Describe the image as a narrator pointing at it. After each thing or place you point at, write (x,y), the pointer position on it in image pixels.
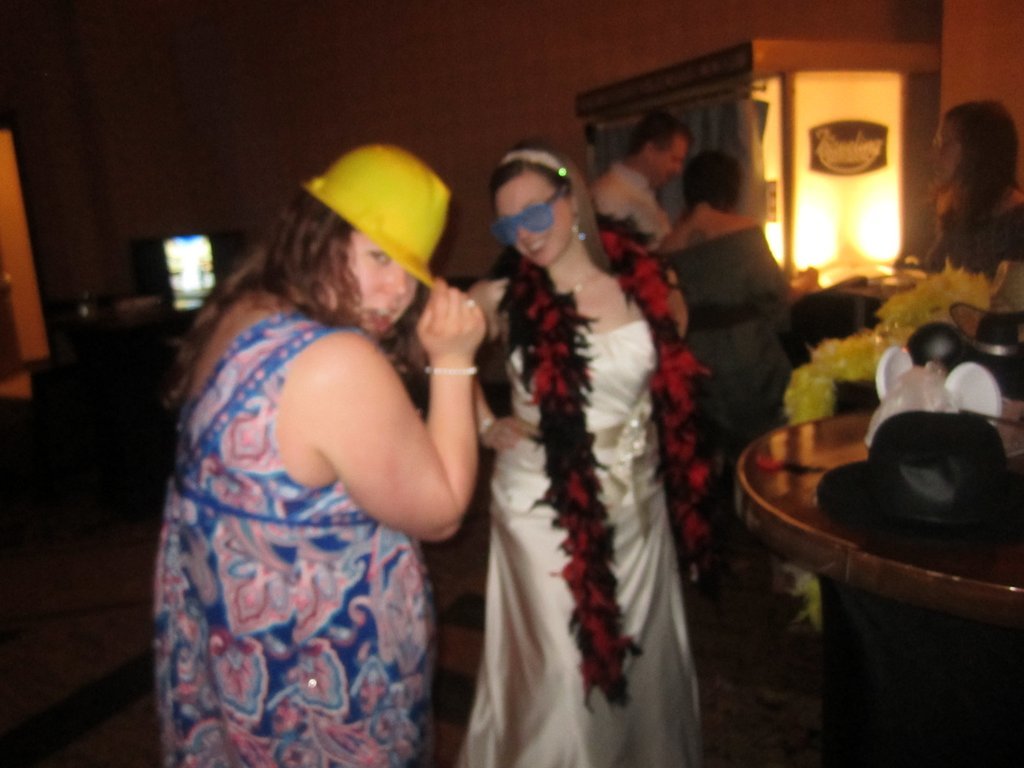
in the picture there are two women (473,308) dancing and three people (707,212) standing over there.
